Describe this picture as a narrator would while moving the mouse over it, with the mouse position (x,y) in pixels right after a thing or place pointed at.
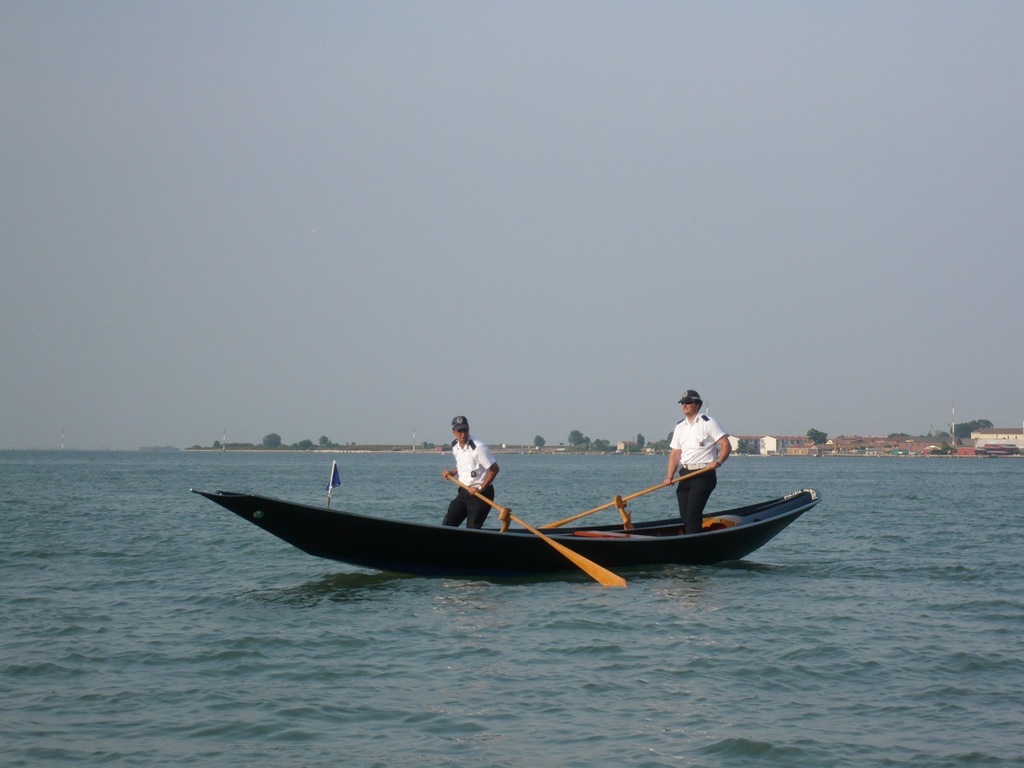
In this image there is a boat (409,551) sailing on the water (419,504) and on the boat (608,542) there are persons (481,504) rowing. In the background (746,444) there are trees (652,444) and buildings (841,445).
